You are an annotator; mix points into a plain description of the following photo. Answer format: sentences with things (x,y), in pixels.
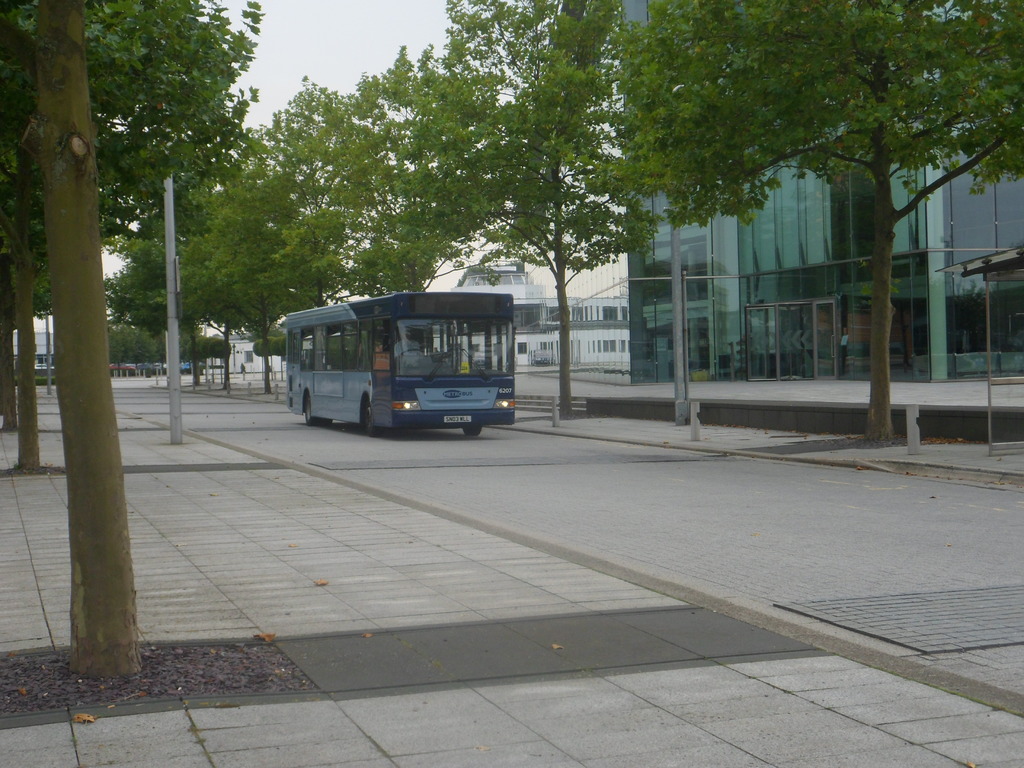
In this picture we can see a bus (452,392) on the road (529,445), and a person (420,349) is seated in it, beside to the bus (409,356) we can find few poles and trees (156,220), in the background (518,271) we can see few buildings (691,282).
